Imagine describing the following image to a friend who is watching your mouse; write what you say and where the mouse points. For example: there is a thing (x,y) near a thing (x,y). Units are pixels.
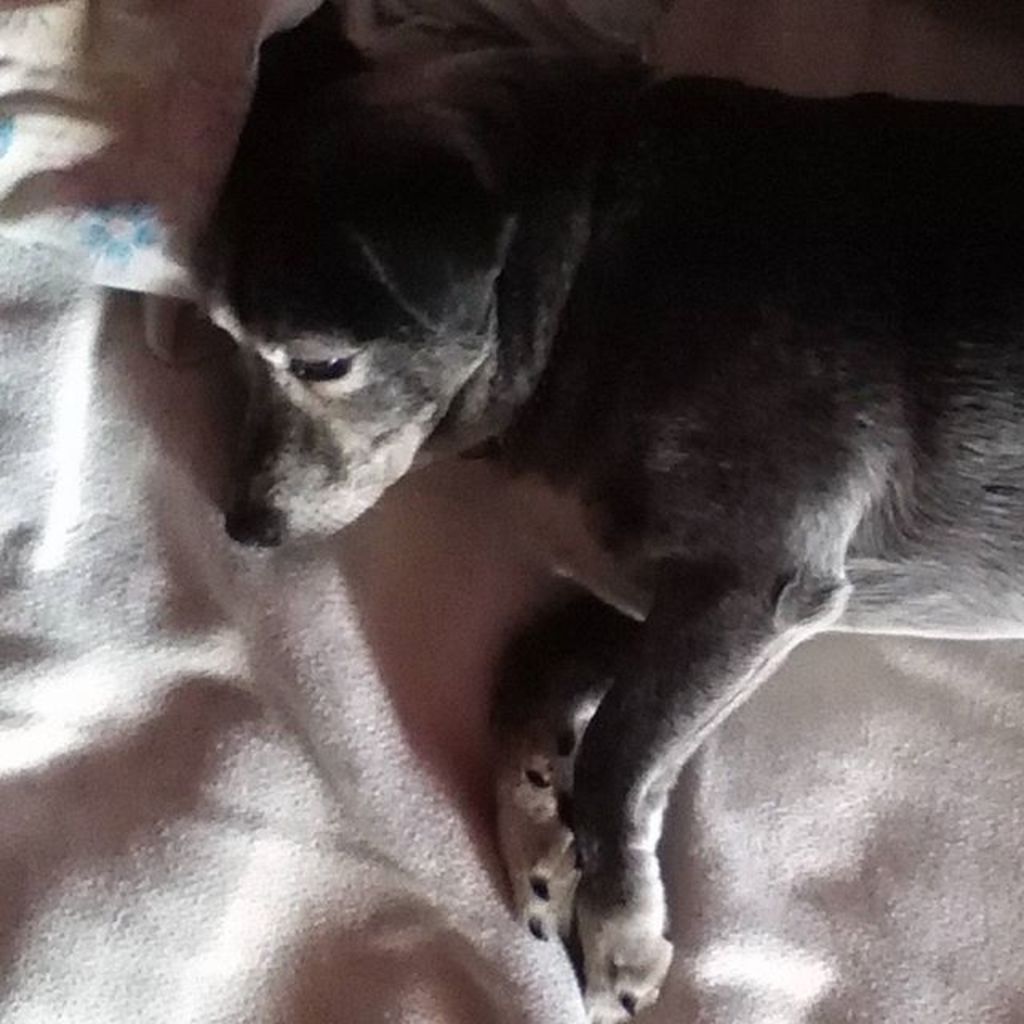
In this image there is a dog (680,365) sleeping on a bed (270,761). There is a pillow (132,190) below its head (272,210).
